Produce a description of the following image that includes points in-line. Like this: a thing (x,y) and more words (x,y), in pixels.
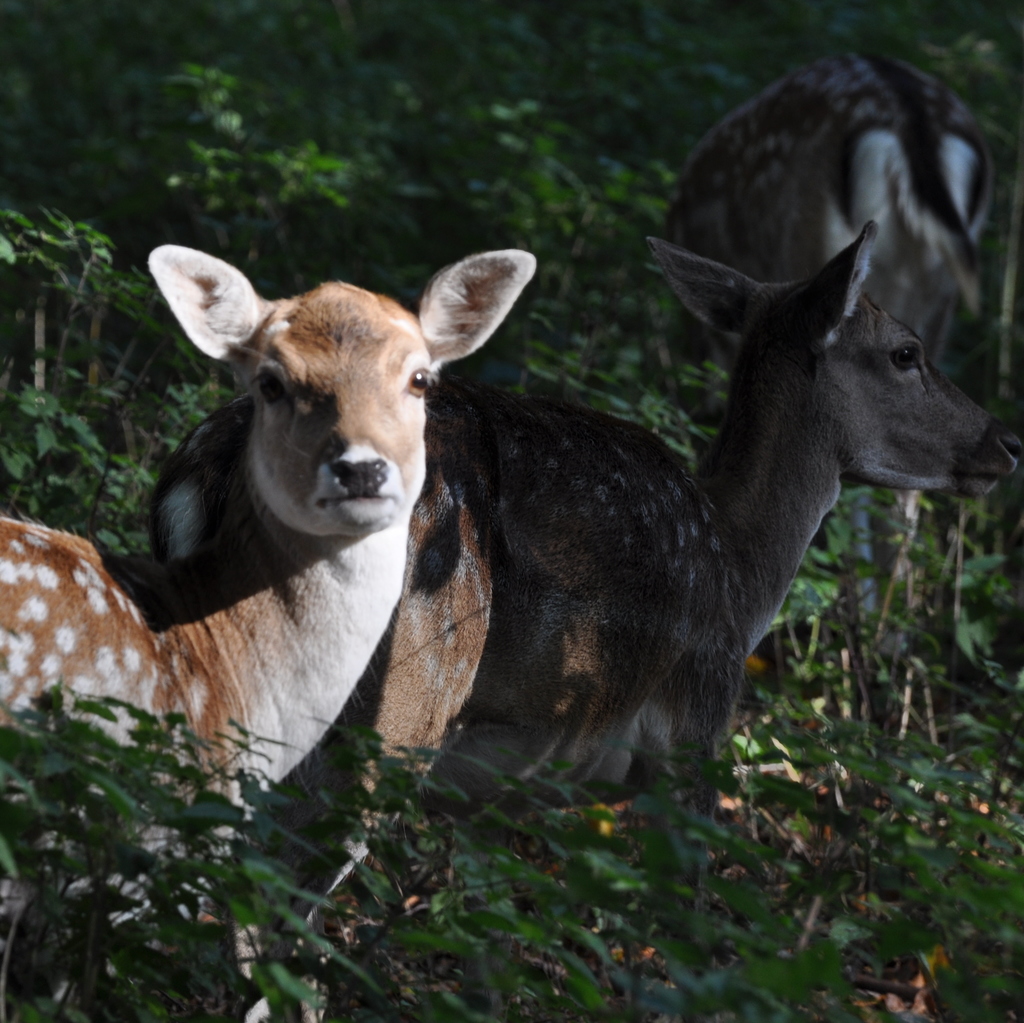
In this image we can see three deers (828,433). Around the deers (828,433) we can see a group of plants (87,749).
